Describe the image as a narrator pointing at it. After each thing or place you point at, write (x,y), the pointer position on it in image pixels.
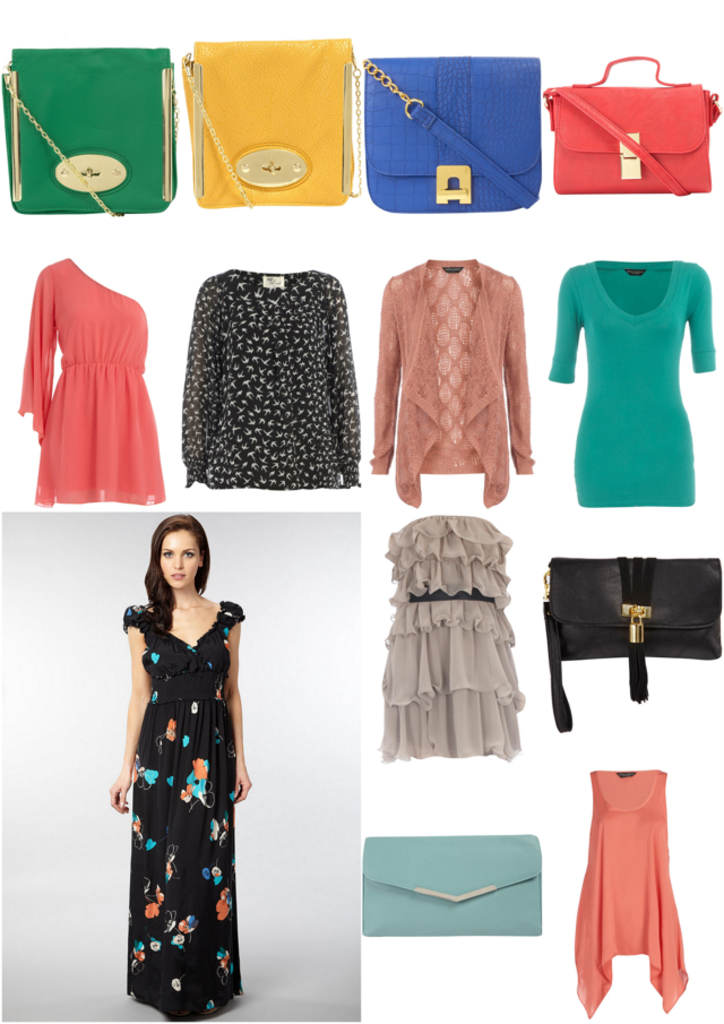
At the bottom (202,802) on the left (202,750) there is a woman (207,718) standing. And the remaining all are clothes (427,323), handbags (490,138) in the image.
